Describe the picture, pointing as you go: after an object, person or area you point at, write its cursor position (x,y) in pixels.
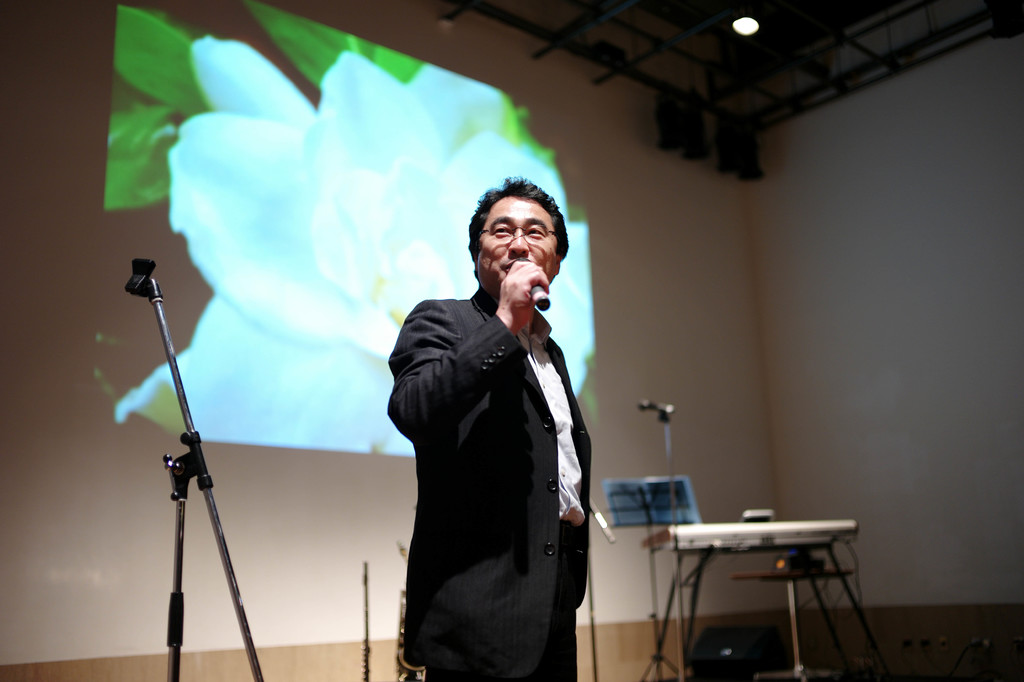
In this image i can see a man (487,285) standing and holding a microphone (535,292) at the back ground (774,526) i can see a stand (189,425), piano (746,528), a board (623,519) and a screen (427,210), and a wall (703,212).
